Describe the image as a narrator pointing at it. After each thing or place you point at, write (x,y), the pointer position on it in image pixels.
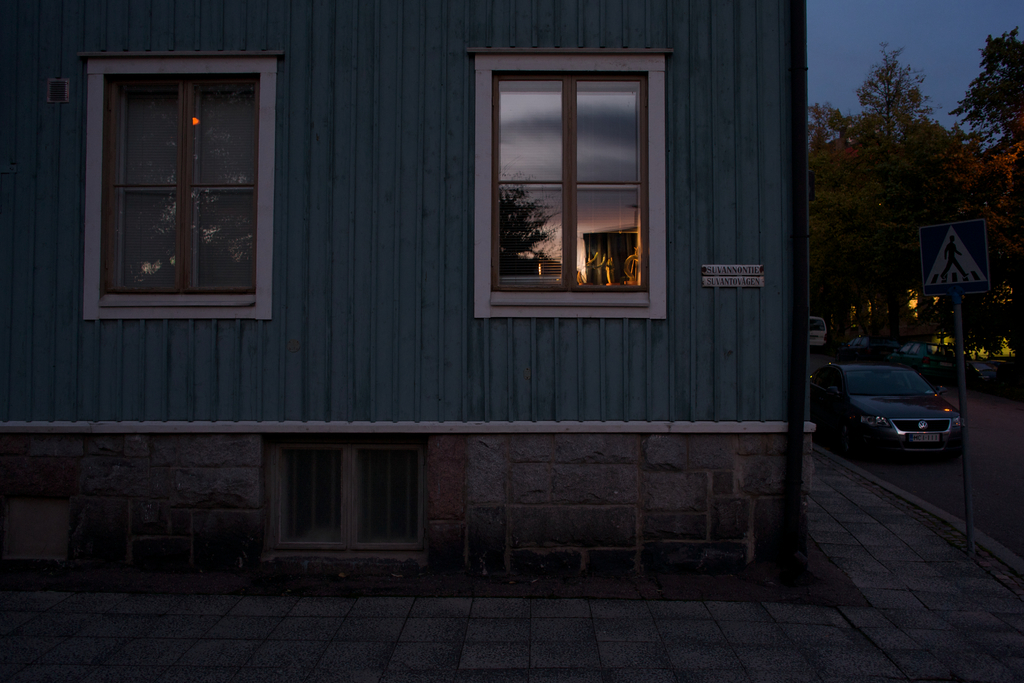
At the bottom (557,650) we can see a footpath (730,651) and this is a building (395,267) and we can see three windows (381,527). On the right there are vehicles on the road (1006,403), sign board pole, trees (1003,323) and sky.
